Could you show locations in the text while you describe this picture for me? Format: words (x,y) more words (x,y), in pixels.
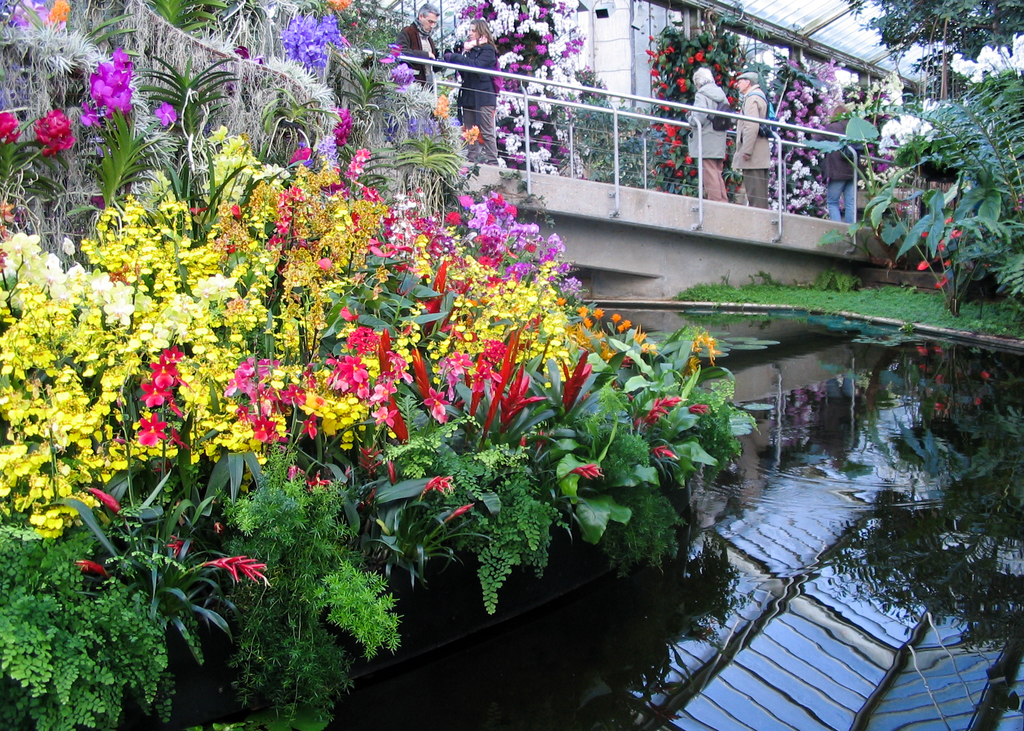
In this image we can see there is like a pond (861,594), around that there are trees (986,17), plants (651,340) and flowers (463,308), above that there is a railing (829,131) and a few people (844,154) are walking behind the railing (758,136). In the background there is a building (406,4).
